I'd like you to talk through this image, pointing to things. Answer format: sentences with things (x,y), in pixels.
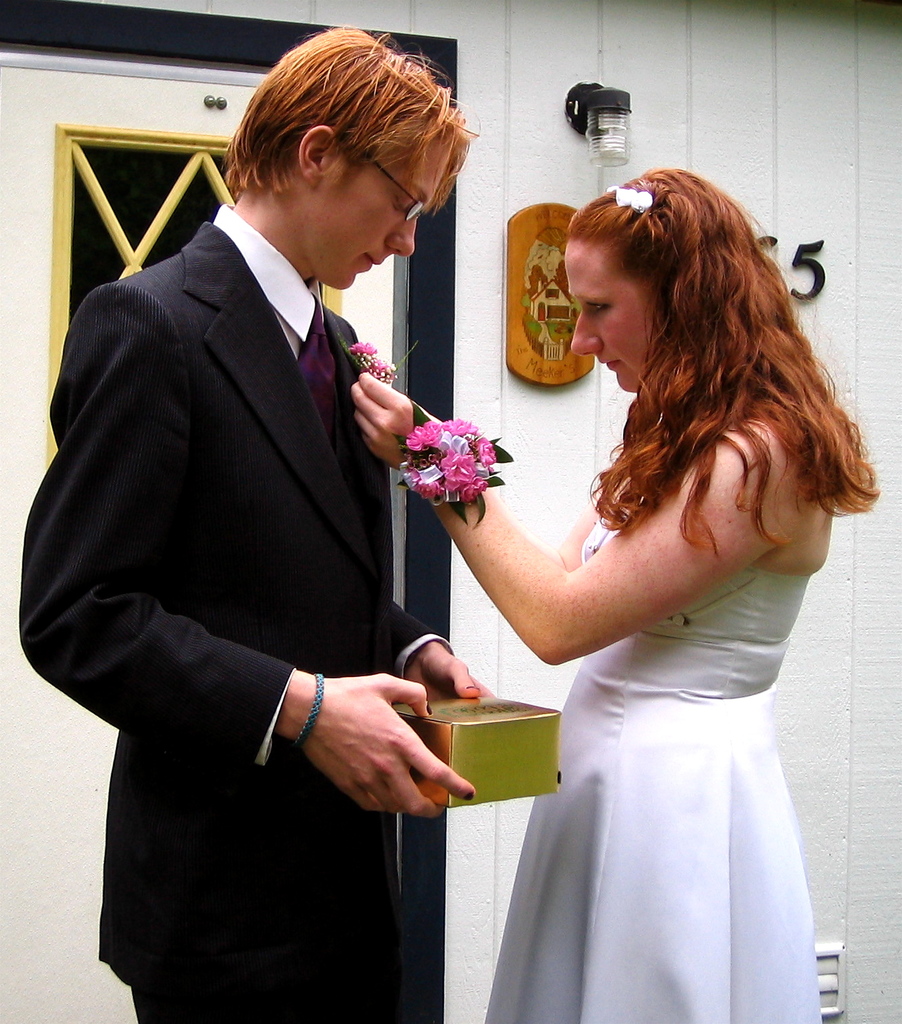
In this image there is a woman (647,594) putting flowers (360,345) on the person suit (268,565). The person (310,766) is holding the box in his hands (411,689). Behind them there is a door (137,129). There is a light (603,97). There is a board (572,307) and letters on the wall (793,131).
